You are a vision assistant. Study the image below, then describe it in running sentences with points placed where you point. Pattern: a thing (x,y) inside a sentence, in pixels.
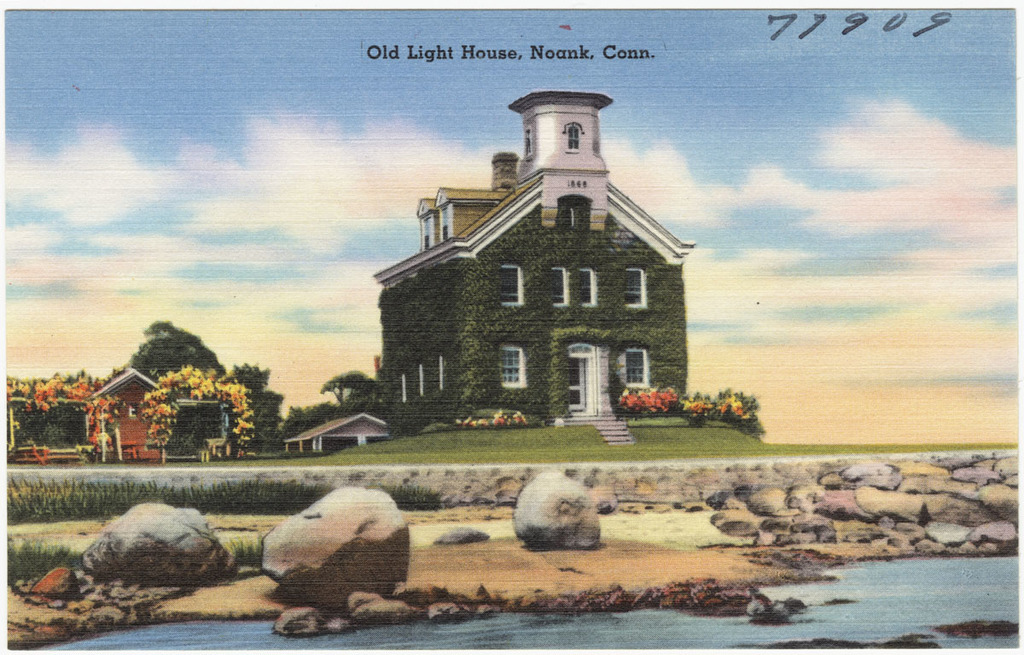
There is water (870,564). Beside this water (329,642), there are rocks (981,475) and grass (75,505) on the ground (264,584), there are buildings (332,424), plants (735,400) which are having flowers (60,383), trees (212,360) and there are clouds (272,229) in the sky (227,103). On the poster (591,103), there is text (471,46) and there are numbers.
